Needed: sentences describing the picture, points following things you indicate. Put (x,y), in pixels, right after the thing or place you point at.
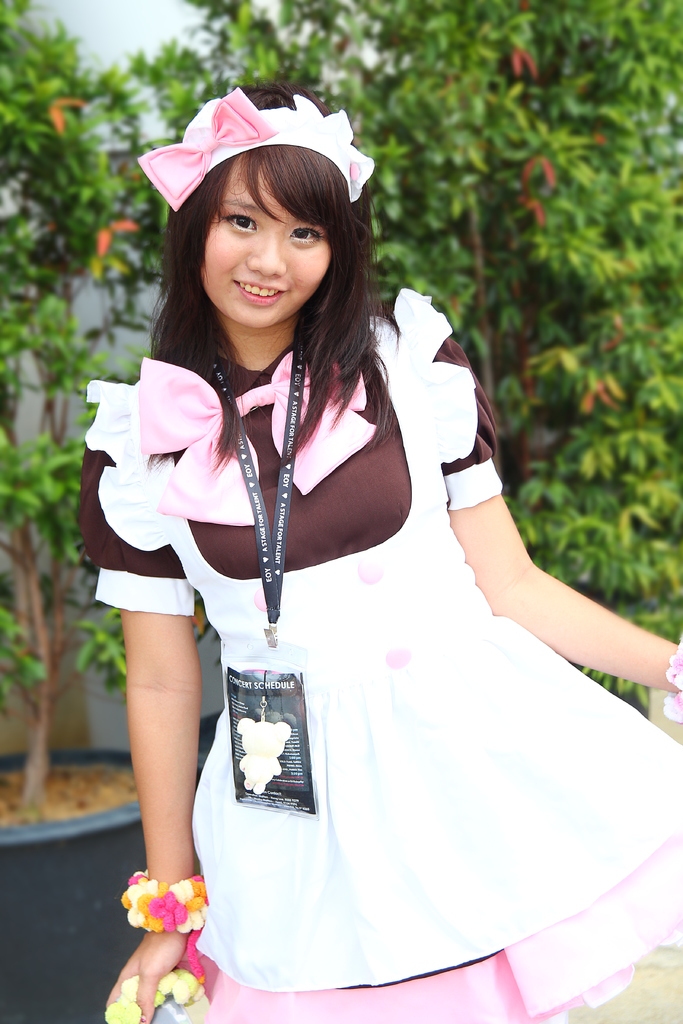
Here we can see a girl (334,683) standing and there is a ID card (253,503) on her neck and she is holding an object (181,1000) in her hand (178,938). In the background (665,6) we can see plants (52,72) and wall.
